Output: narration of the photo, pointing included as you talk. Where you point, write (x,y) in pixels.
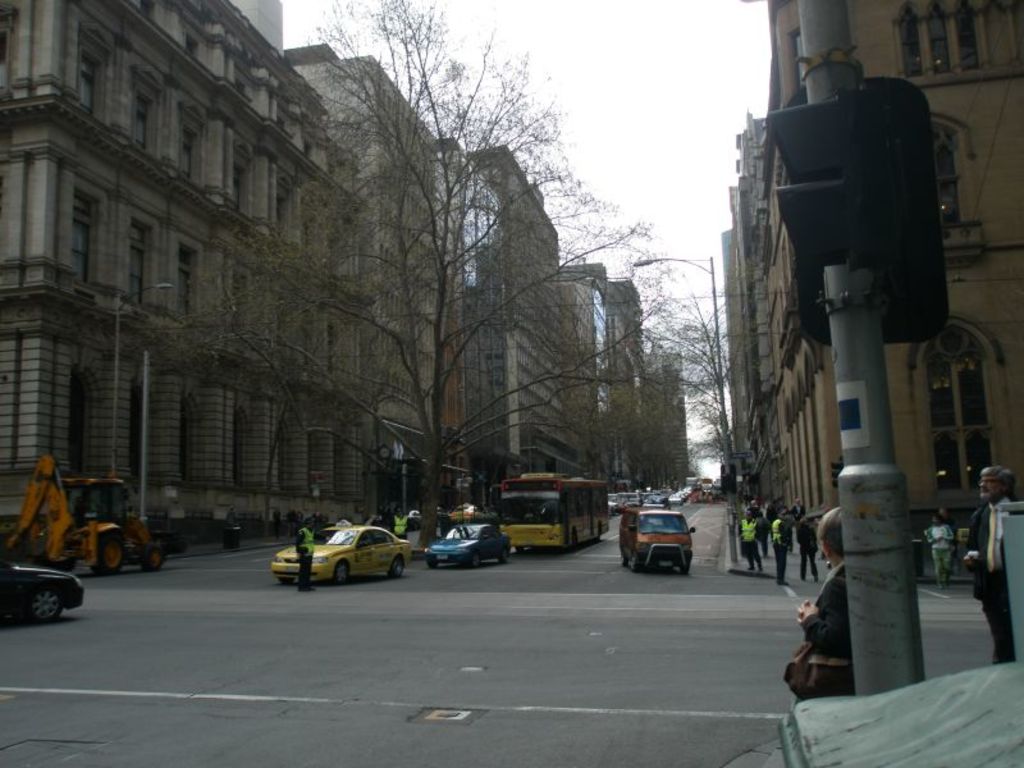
In this image we can see a street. In the street (274,588) there are buildings (164,147), street poles (713,276), street lights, motor vehicles (533,540), persons (748,545) on the road (325,696), an excavator (113,542), traffic signals (796,136) and sky (604,95).
